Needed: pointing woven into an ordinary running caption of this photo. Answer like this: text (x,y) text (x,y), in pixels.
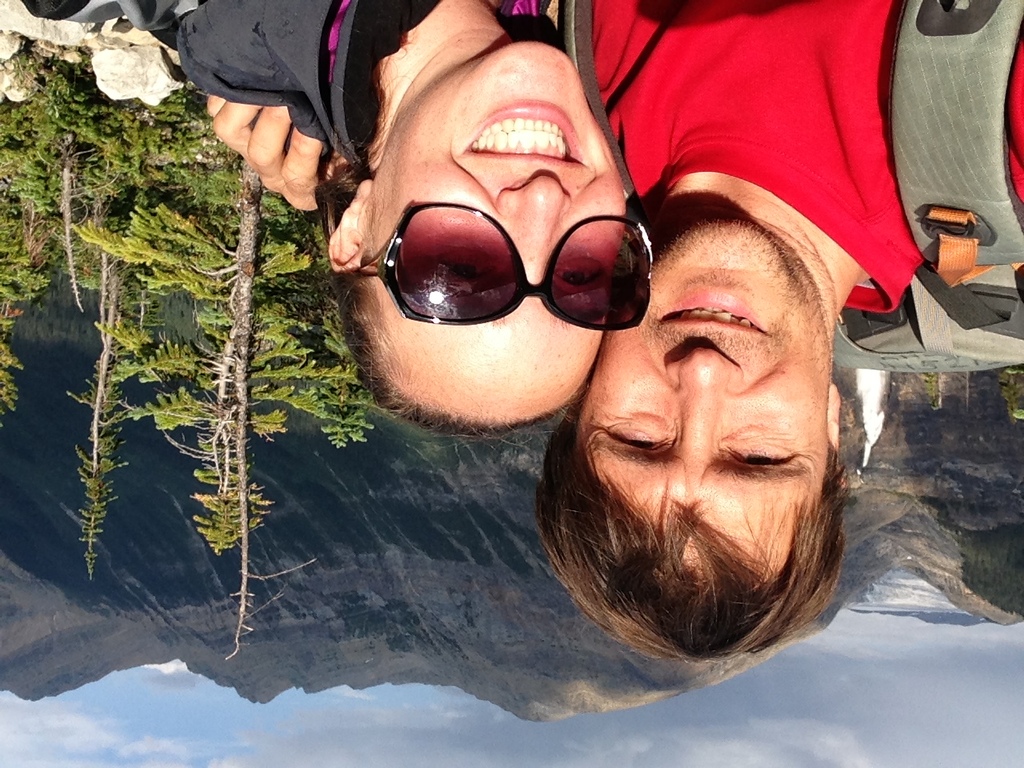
This image consists of two persons (460,256). To the left (112,371), there are trees (136,365). To the top left (44,48), there are rocks (115,55). At the bottom (420,730), there is a sky (351,726). In the background (208,604), there are mountains (258,584).
